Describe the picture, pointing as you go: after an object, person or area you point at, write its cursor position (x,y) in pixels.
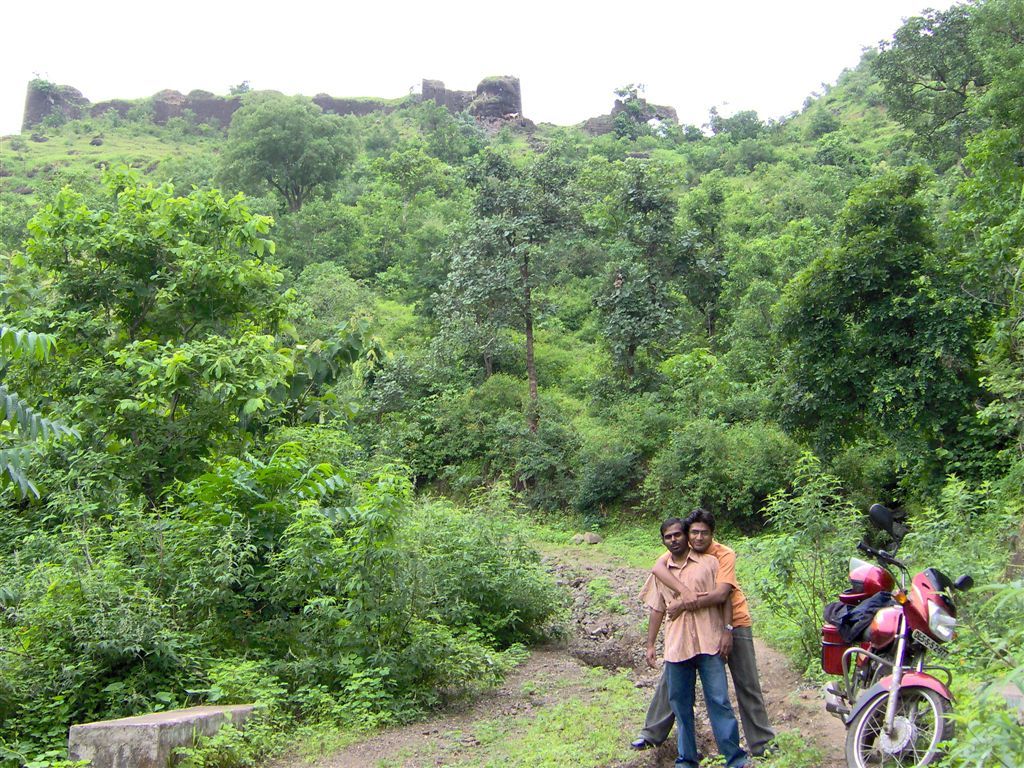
This image is clicked outside. There are trees (530,431) in the middle (501,350). There are bushes (440,499) in the middle (552,462). There is sky (444,68) at the top (444,68). There is a bike (863,675) on the right side (866,634). There are two persons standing at the bottom (714,680).
